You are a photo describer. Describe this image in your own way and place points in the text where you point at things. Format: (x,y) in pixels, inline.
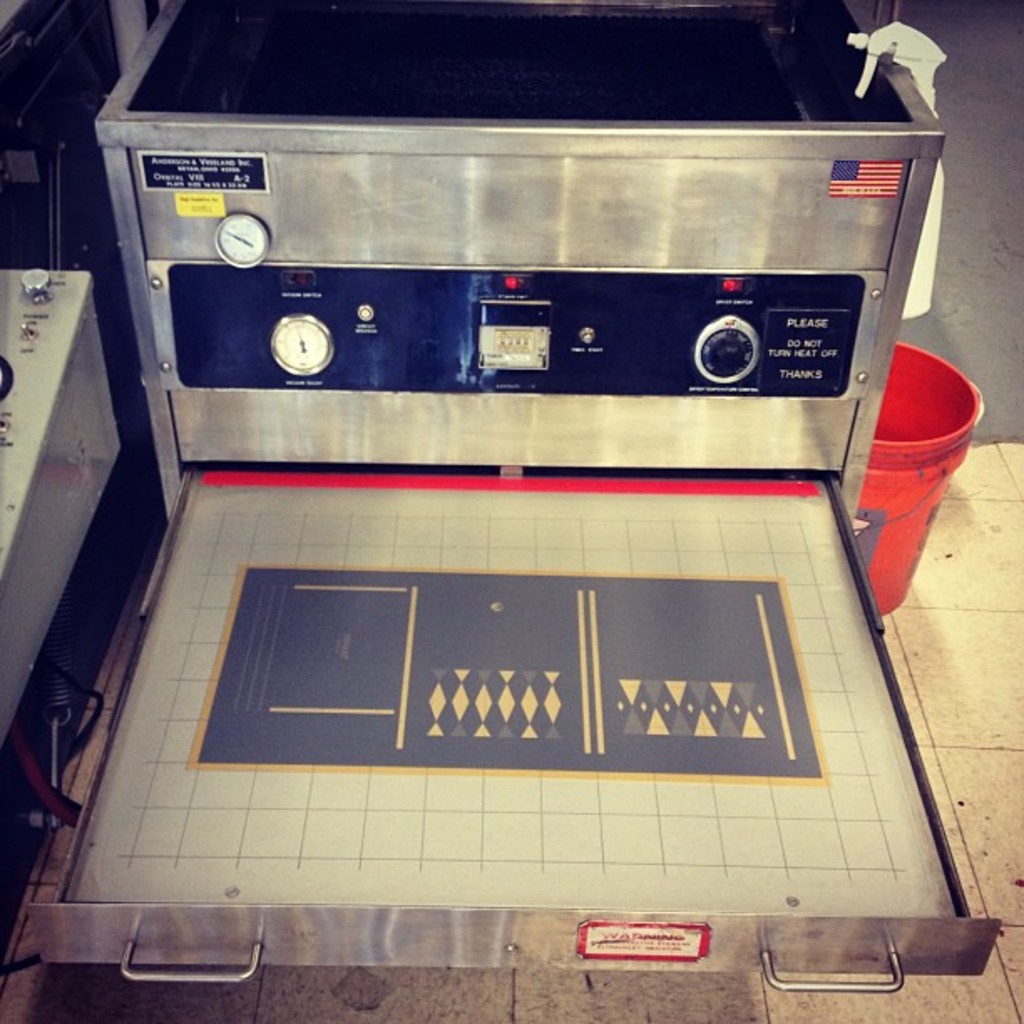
In this picture we can observe a machine (274,430) which is in silver color. We can observe two meters (243,262) which were in white color on this machine (290,377). On the right side (893,506) we can observe a red color bucket (900,532). In the background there is a floor (1004,649).
